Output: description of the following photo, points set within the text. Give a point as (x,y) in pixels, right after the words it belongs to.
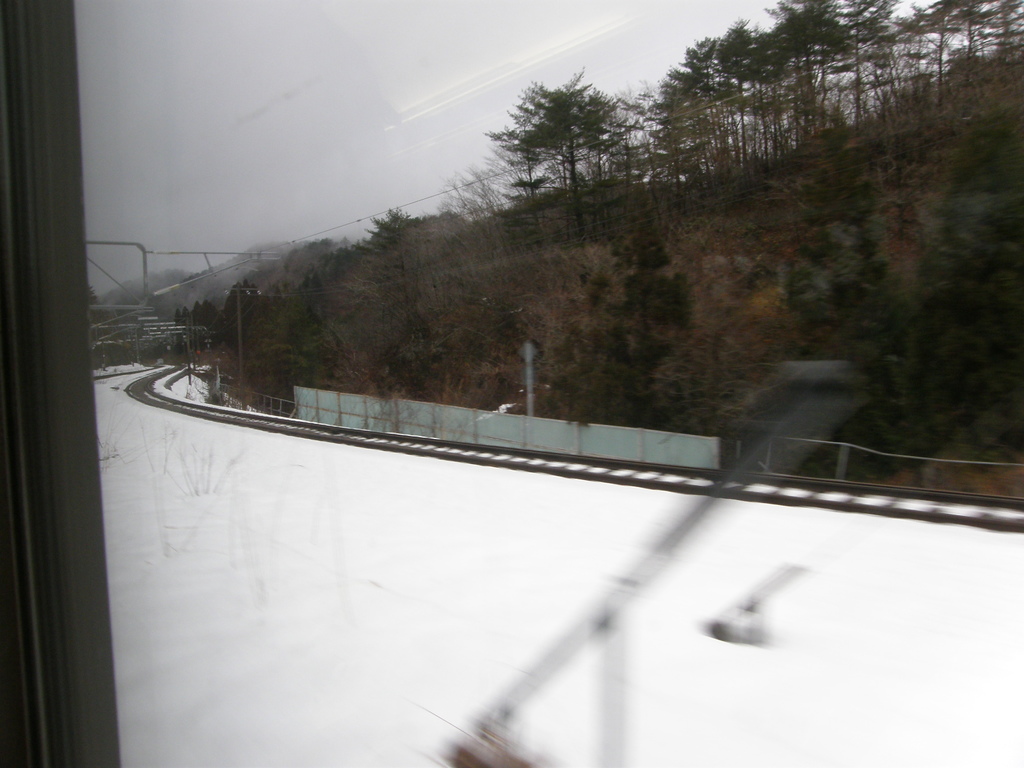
In this picture it looks like a glass window (308,466), in the middle (609,476) there is a railway track (149,398). On the right side (864,83) I can see few trees (645,286), at the top (355,106) there is the sky (330,80).
